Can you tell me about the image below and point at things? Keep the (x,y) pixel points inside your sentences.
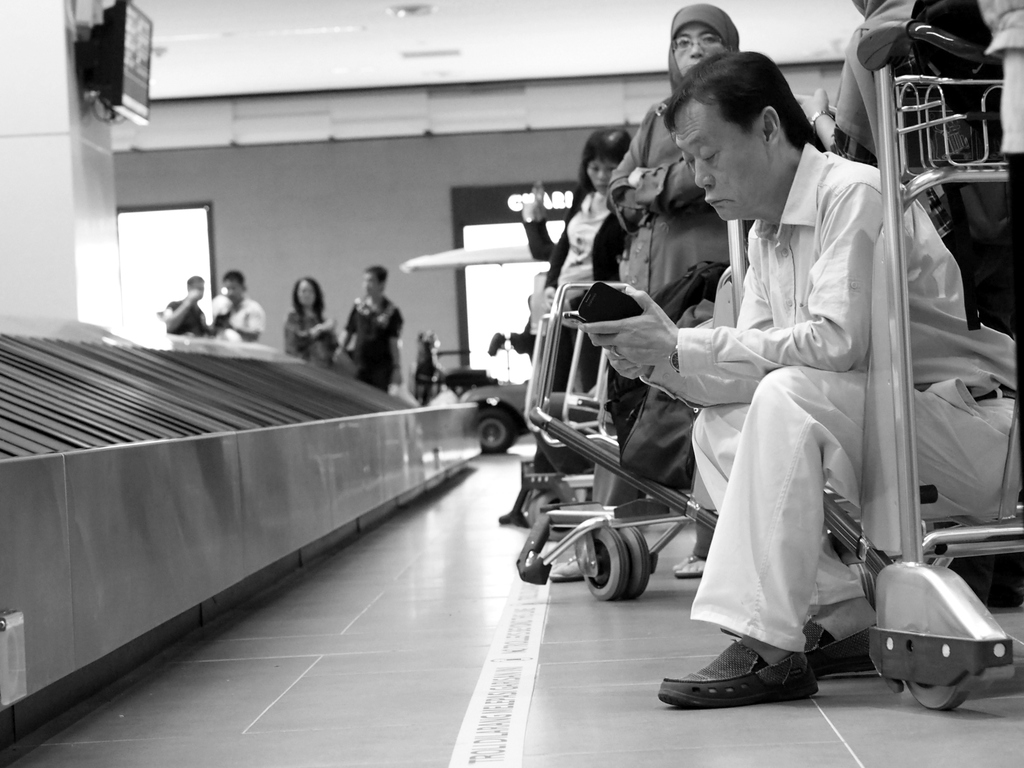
This is a black and white picture. Here we can see people (747,180), trolleys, floor (623,621), screen (121,79), wall (406,230), and other objects (2,581).
